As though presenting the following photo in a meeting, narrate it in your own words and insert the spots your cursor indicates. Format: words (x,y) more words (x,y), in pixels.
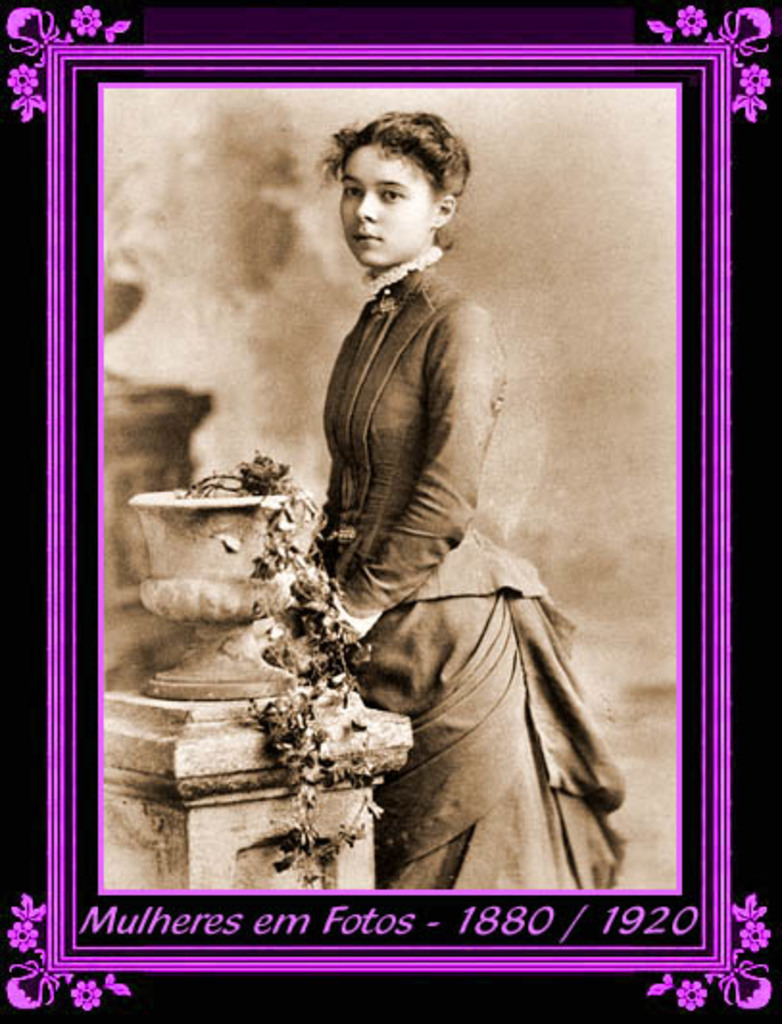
This image contains a picture frame (88,607). In the picture there is a woman (478,600) standing near the pillar (151,822) having pot (173,575) on it. Pot (173,575) is having a plant (286,756) in it.
